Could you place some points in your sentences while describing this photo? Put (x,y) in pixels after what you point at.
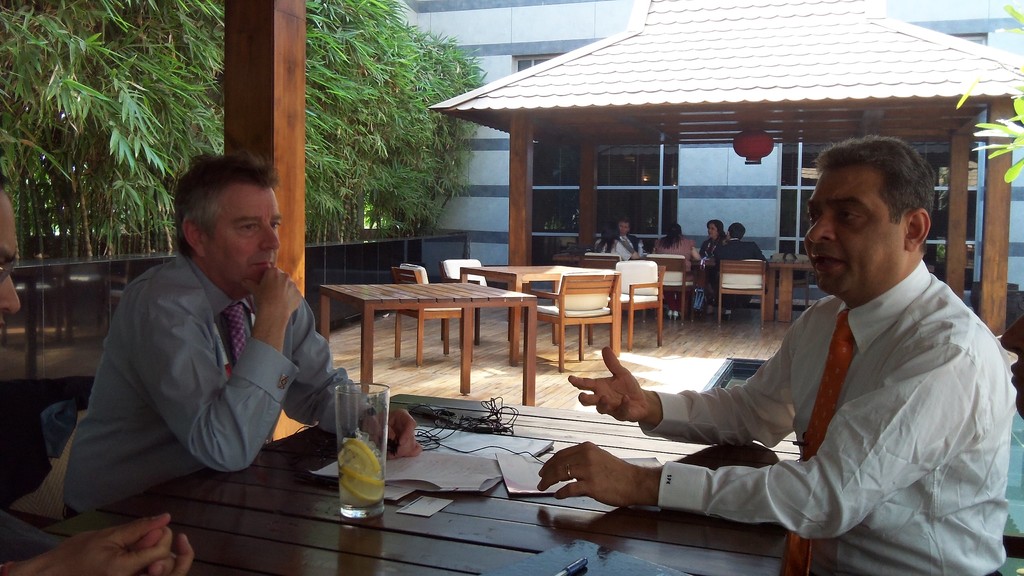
I think this is a restaurant (632,213), where few people (739,246) are seated around the tables (394,565), where on the right (854,406) a man (871,413) in white shirt (870,407) is talking something to other people (119,315) in front of him. On the left (240,331) there is a man (150,381) in gray shirt (302,355). In the center of the picture (368,303) there are two tables (510,298) and chairs (583,290). In the background (677,237) five people (690,246) seated and there is a roof (729,57) with white color. On the left (156,181) there are trees (356,74).
